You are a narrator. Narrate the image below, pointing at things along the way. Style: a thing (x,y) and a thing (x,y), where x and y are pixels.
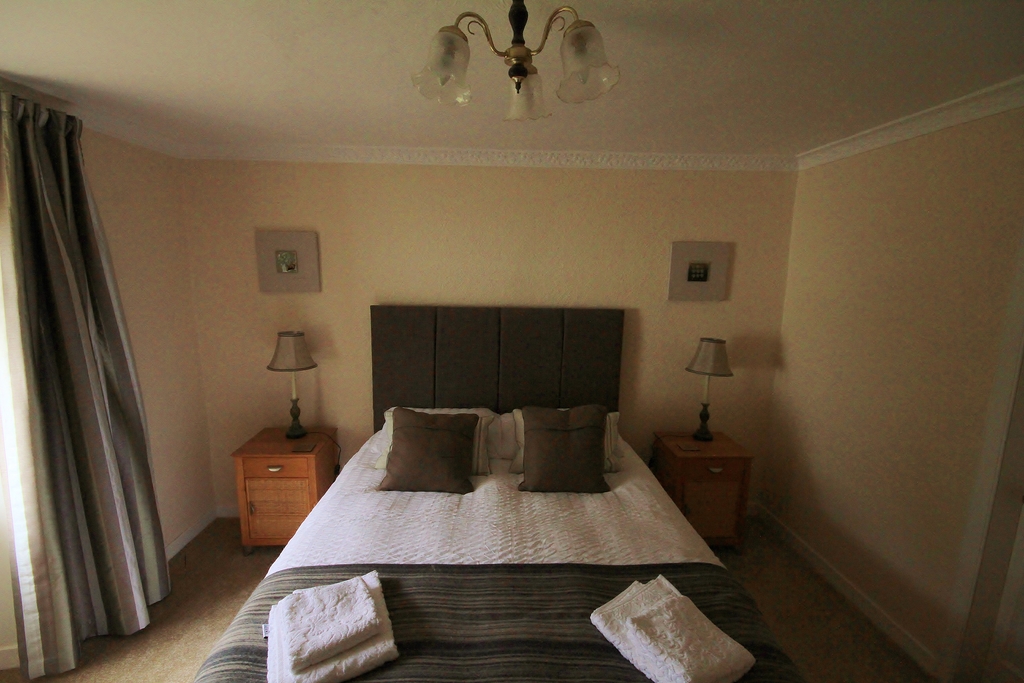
The image is inside the room (822,513). In the image there is a bed (475,516), on bed (376,505) we can see blankets (462,525), pillows (574,447). On left side (83,320) there is a curtain (68,358), lamp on table (285,459), on right side (811,347) we can see a wall (739,179) which is in cream color on top (555,110) there is a roof (538,131) and light (538,105).
